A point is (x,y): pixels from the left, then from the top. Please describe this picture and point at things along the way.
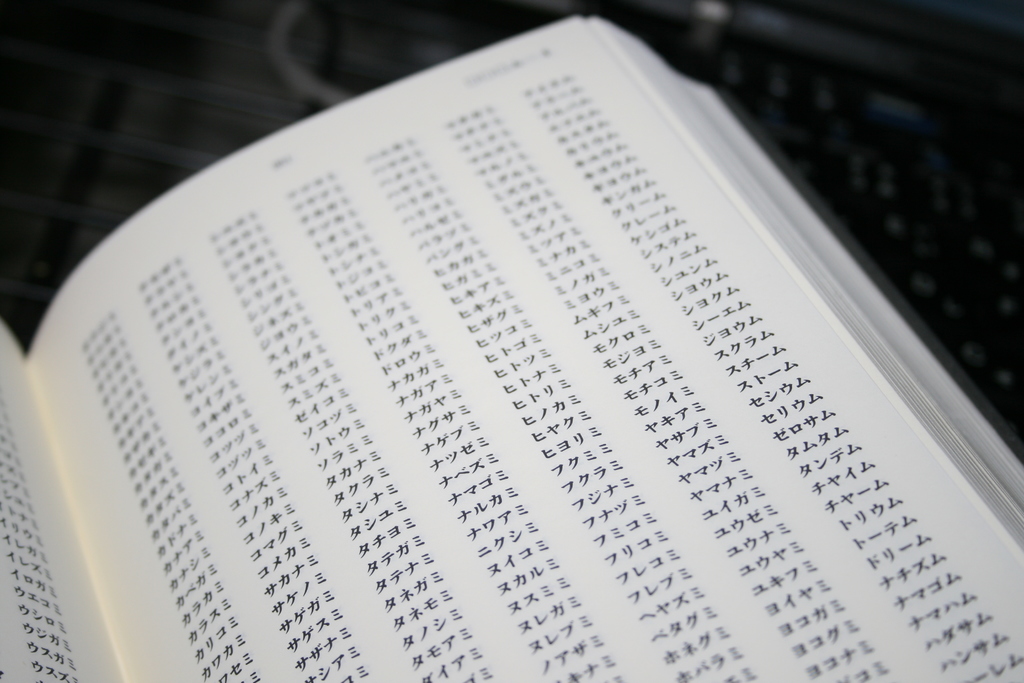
In this image we can see an opened book (457,405).
